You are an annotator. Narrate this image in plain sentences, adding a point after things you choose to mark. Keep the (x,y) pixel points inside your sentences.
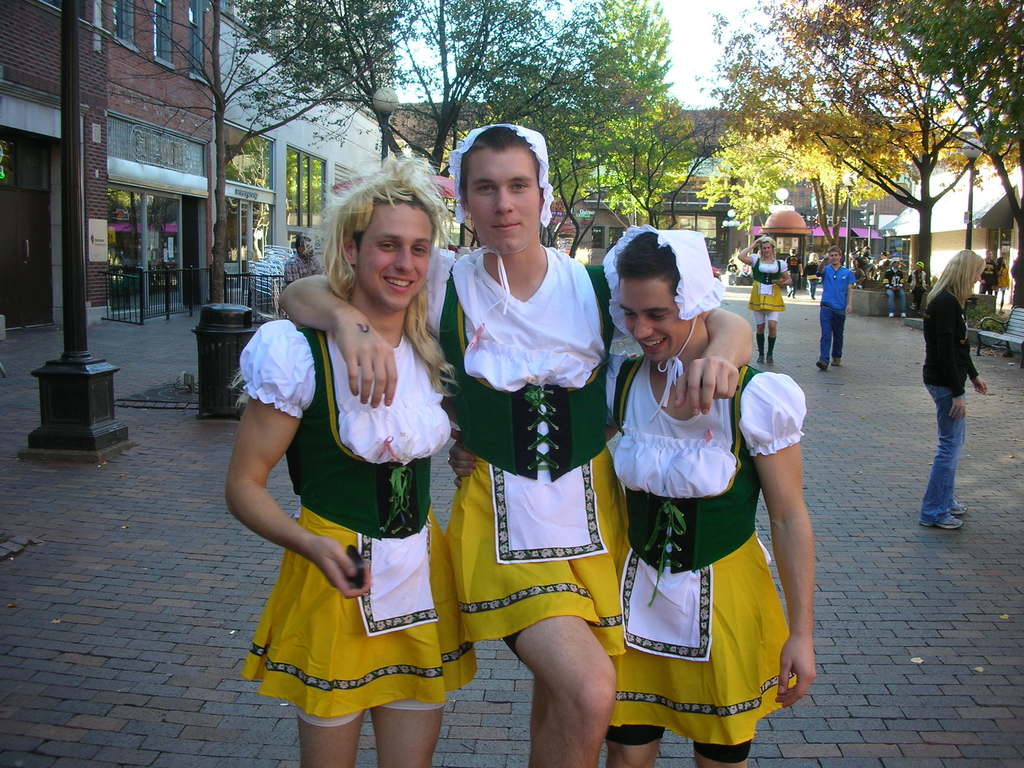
In front of the picture, we see three men (542,442) who are wearing the white and yellow costumes (600,504) are standing. They are smiling. Behind them, we see people (754,303) walking on the road (750,322). On the left side (251,322), we see a garbage bin (200,377), pole (77,280), railing (145,268), trees (230,155) and buildings (161,177). On the right side (1009,344), we see trees (959,159), buildings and a bench (979,320). There are trees (1009,191) and buildings (995,179) in the background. At the bottom (190,685), we see the road (804,298). This picture is clicked in the city.
